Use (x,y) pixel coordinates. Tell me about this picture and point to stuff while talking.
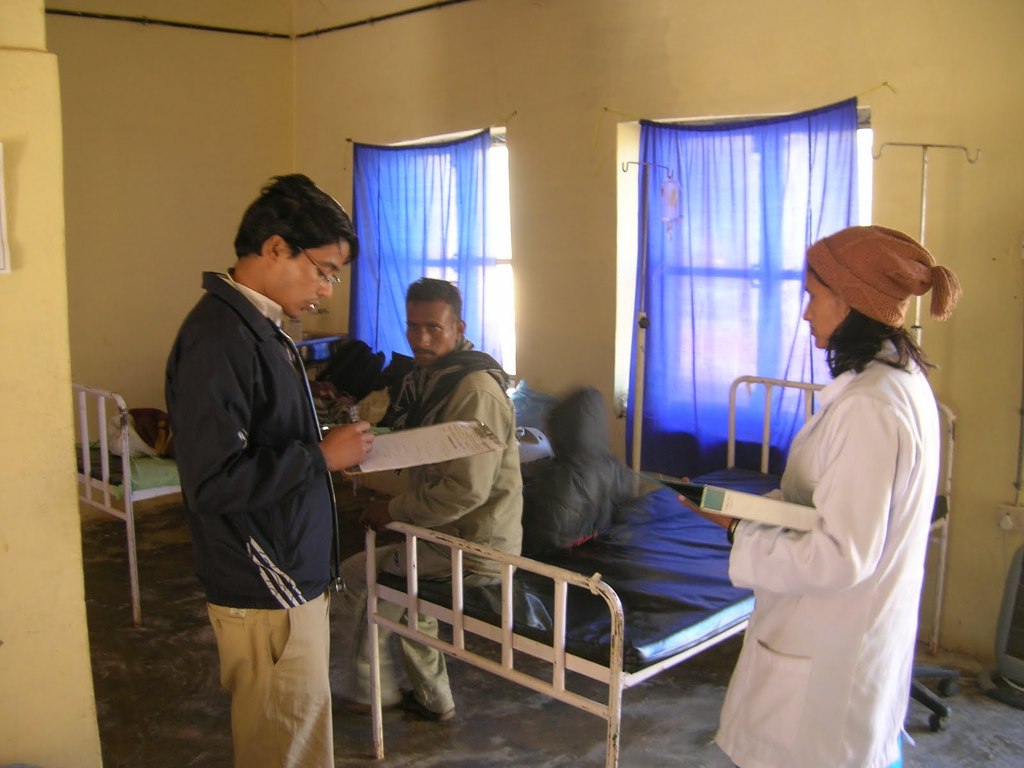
These are windows (620,231) with curtains (433,191). These are beds (524,608). These 2 persons (243,486) are standing and holding a pad (770,521). This woman (800,475) wore white coat (817,595). This man (239,470) wore a jacket (244,496). This person (480,486) is sitting on a bed (605,558).
